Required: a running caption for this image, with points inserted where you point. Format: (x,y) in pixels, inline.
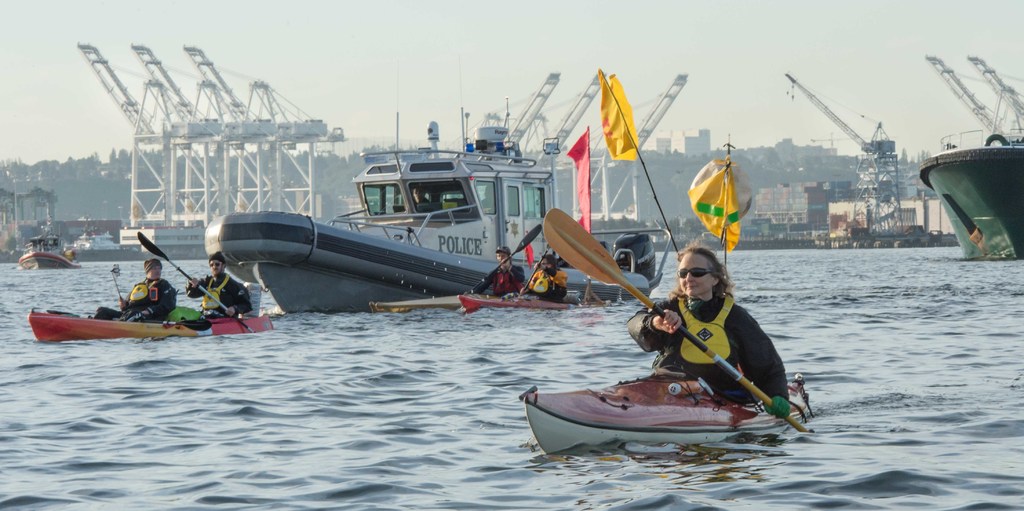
In this image in the foreground (569,451) there is woman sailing the boat (577,441) and in the middle (464,288) there is a ship (297,273) and in the background (220,62) I can see the sky (340,43).
